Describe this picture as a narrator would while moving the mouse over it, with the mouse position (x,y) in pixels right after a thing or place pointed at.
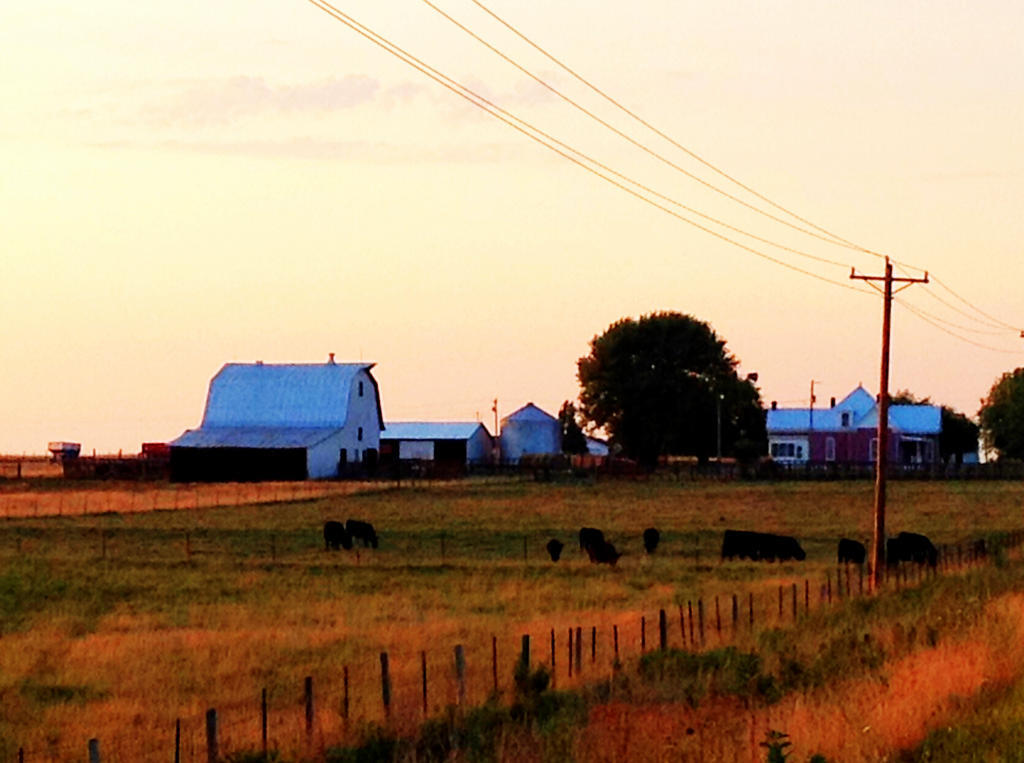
This is an outside view. Here I can see few animals (582,534) eating the grass (486,579). At the bottom of the image (447,705) there are some plants (362,692) and fencing (571,652). On the right side (882,401) there is a pole (884,430) along with the wires (754,233). In the background (386,427) there are some buildings (528,429) and trees (653,403). On the top of the image (290,157) I can see the sky (321,169).
